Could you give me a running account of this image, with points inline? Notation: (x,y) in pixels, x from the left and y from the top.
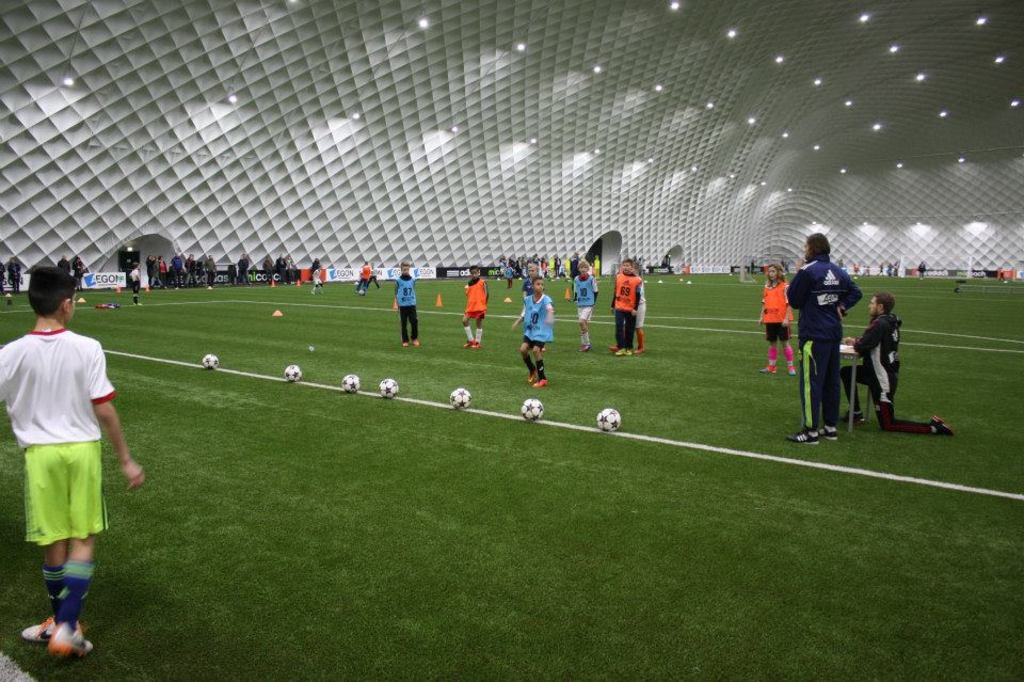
In this image we can see a group of people (26,357) playing football, in front of them there are some footballs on the ground (563,451), on the right side of the image (885,305) we can see a man (858,392) kneeling down in front of a table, in the background (161,269) there are posters (331,278) with some text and there are some people (213,273) standing behind it, there are lights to the roof (425,95).
